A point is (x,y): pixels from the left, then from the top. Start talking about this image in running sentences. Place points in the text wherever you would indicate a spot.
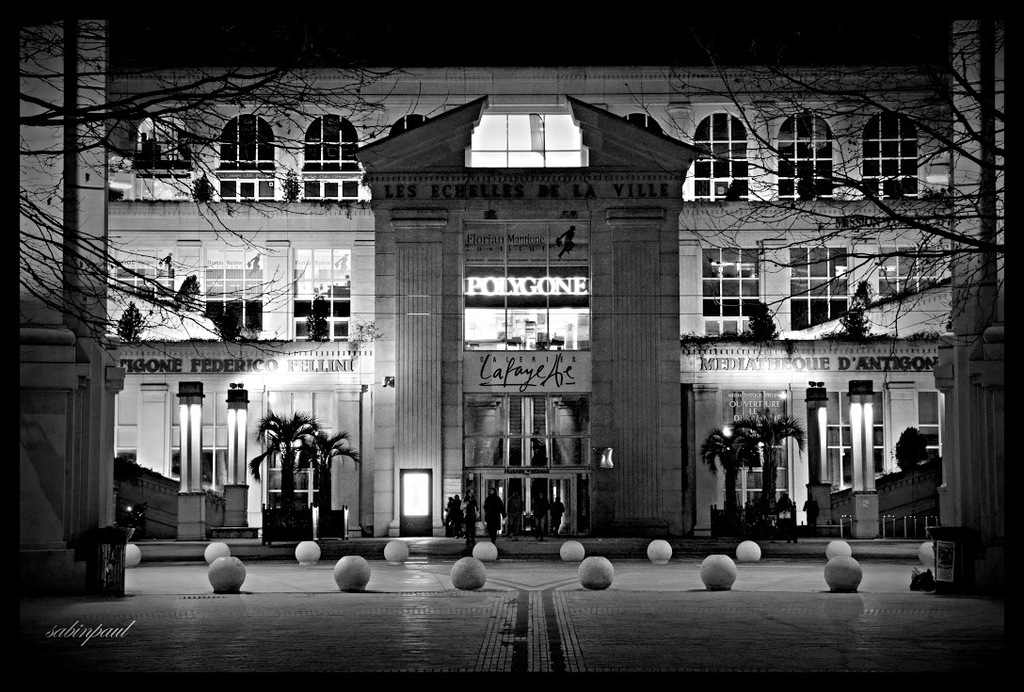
This is a black and white image. In this image, on the right side (766,466), we can see some trees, pillars (998,75). On the left side (82,95), we can see a wall (94,98), trees (105,138). In the background (114,177), we can see a wall (671,314), a group of people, building (651,364), glass window (722,323), trees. At the top (564,35), we can see black color. At the bottom (441,627), we can see a floor (737,592).
